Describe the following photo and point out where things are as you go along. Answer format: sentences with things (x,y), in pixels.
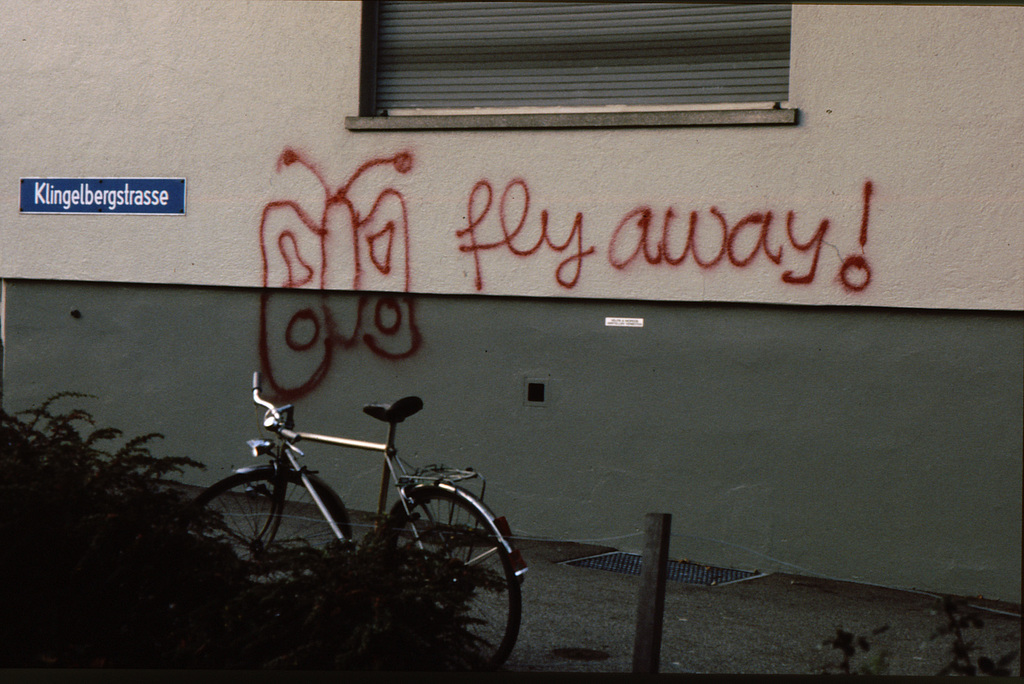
In this picture there is a bicycle (332,528) on the left side of the image (312,489) and there is a window (364,17) at the top side of the image (526,90), there is a butterfly painting (352,248) on the wall (258,315), on the left side of the image (292,305).
